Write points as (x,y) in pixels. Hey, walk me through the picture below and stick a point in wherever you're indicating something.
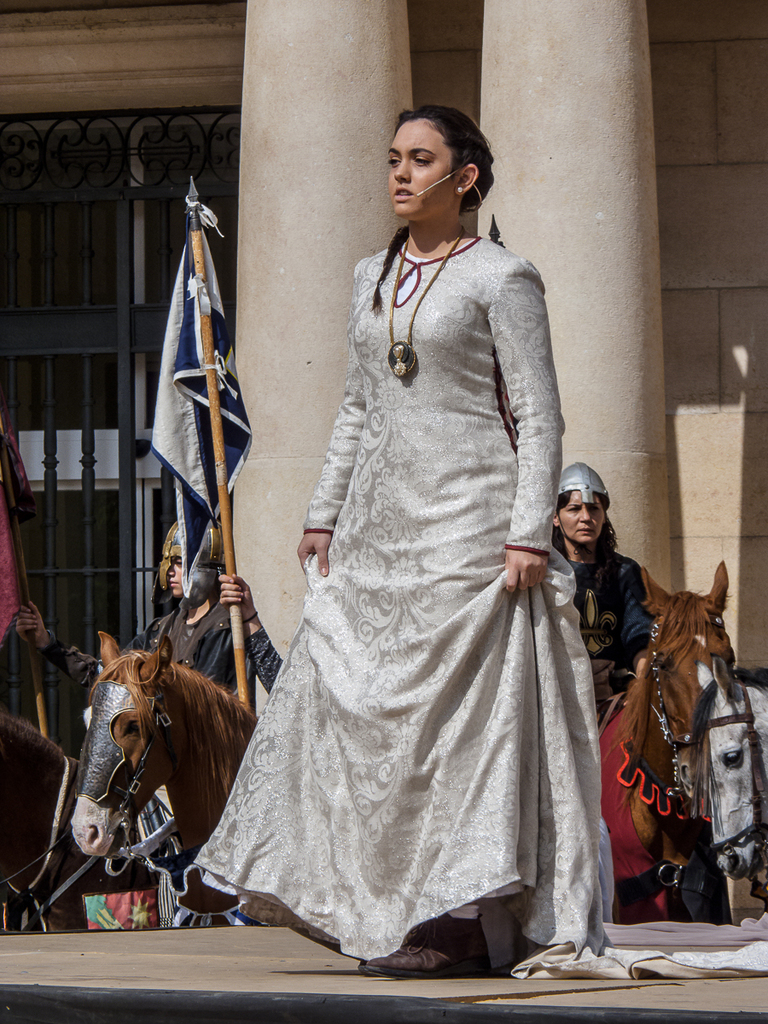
As we can see in the image there is a building (673,321), flag (187,304), few people (219,584) here and there. Two of them are sitting on brown color horses (174,664). In the front (449,526) there is a woman (440,529) standing. She is wearing cream color dress (432,534).
